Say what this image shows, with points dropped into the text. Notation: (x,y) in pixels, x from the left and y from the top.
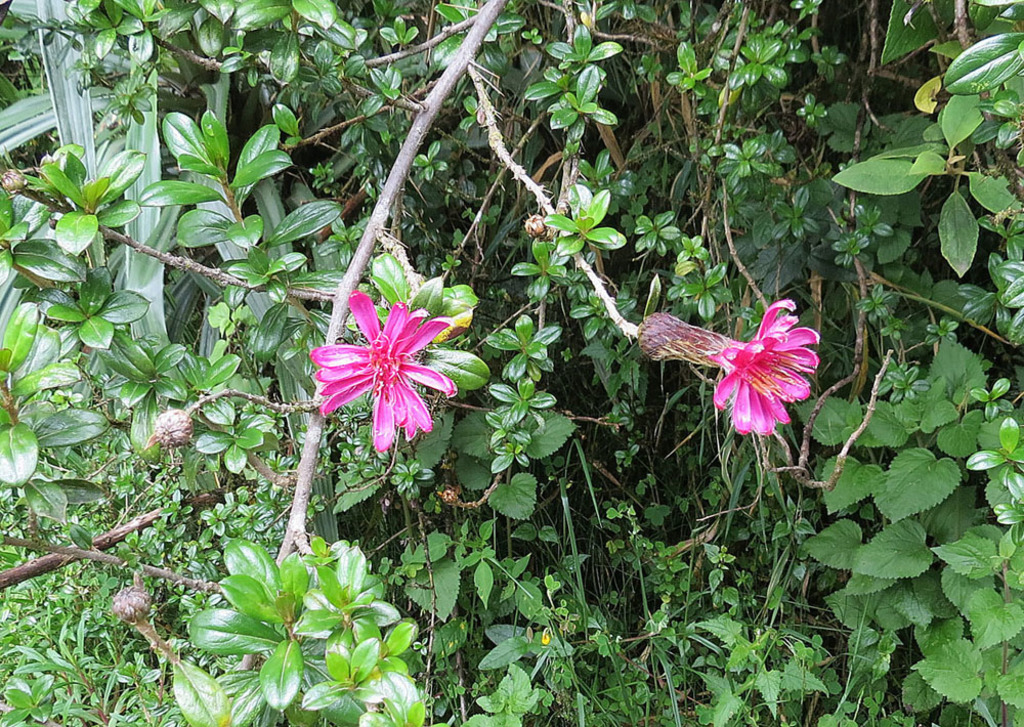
This picture is clicked outside. In the foreground (328,520) we can see the flowers (444,383) and the green leaves (226,512) of plants (839,485) and we can see the branches (476,51) and the stems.
